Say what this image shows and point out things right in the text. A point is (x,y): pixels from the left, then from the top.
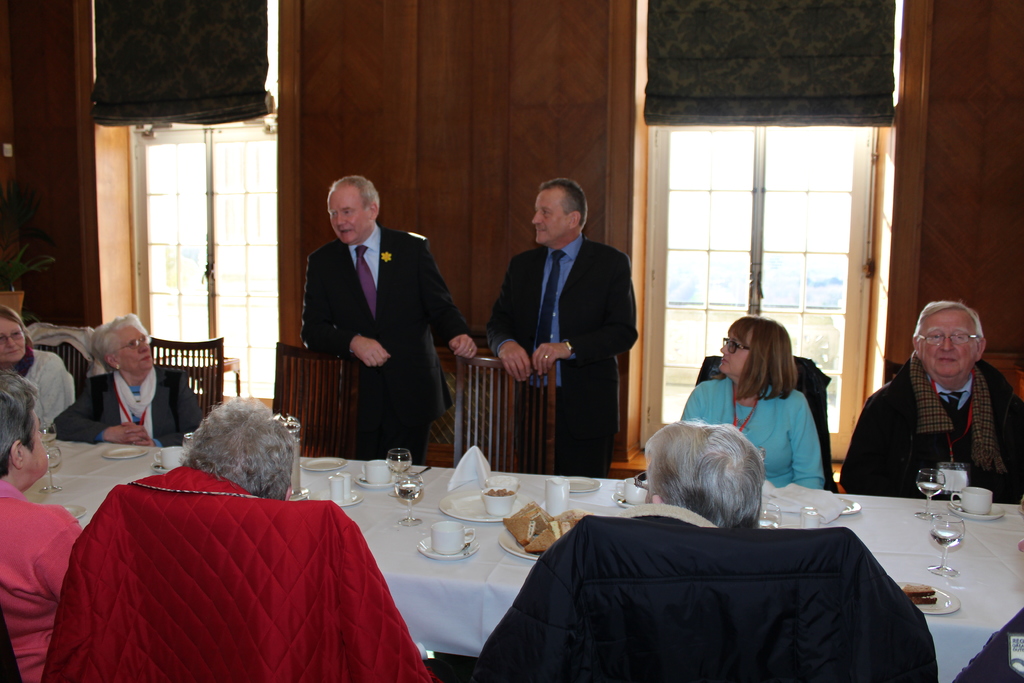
This picture describes about group of people (748,321) few are seated on the chair (643,539) and few are standing, in front of them we can find couple of glasses (408,483), plates (471,513), cups (375,469) on the table (443,467) in the background (226,118) we can see window blinds (192,80) and a plant (31,245).
